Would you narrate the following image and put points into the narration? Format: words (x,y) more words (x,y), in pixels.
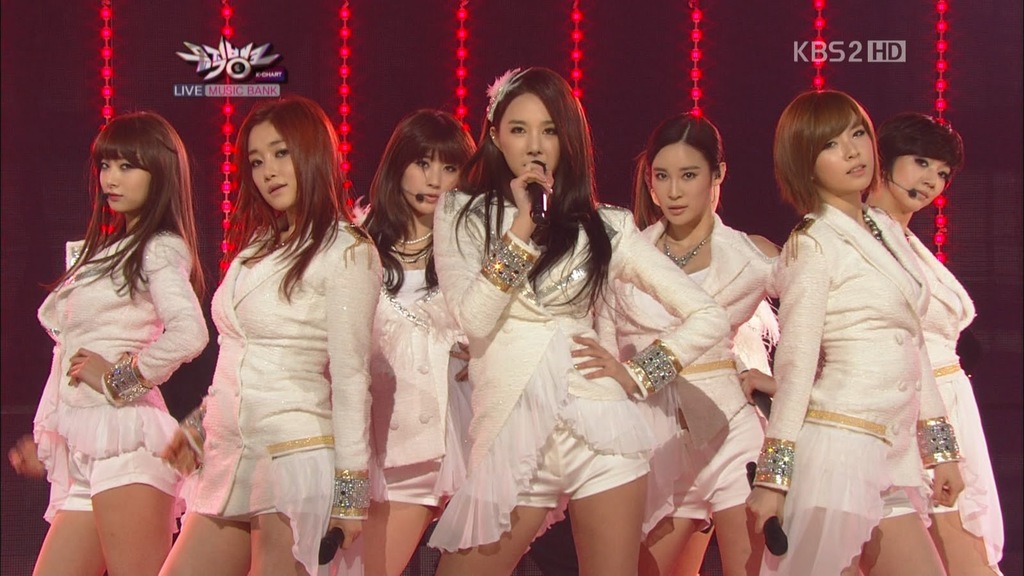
In this image I can see women (943,525) standing, they are wearing white dresses (885,447) and holding microphones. Lights (576,86) are hanging at the back (693,51).
